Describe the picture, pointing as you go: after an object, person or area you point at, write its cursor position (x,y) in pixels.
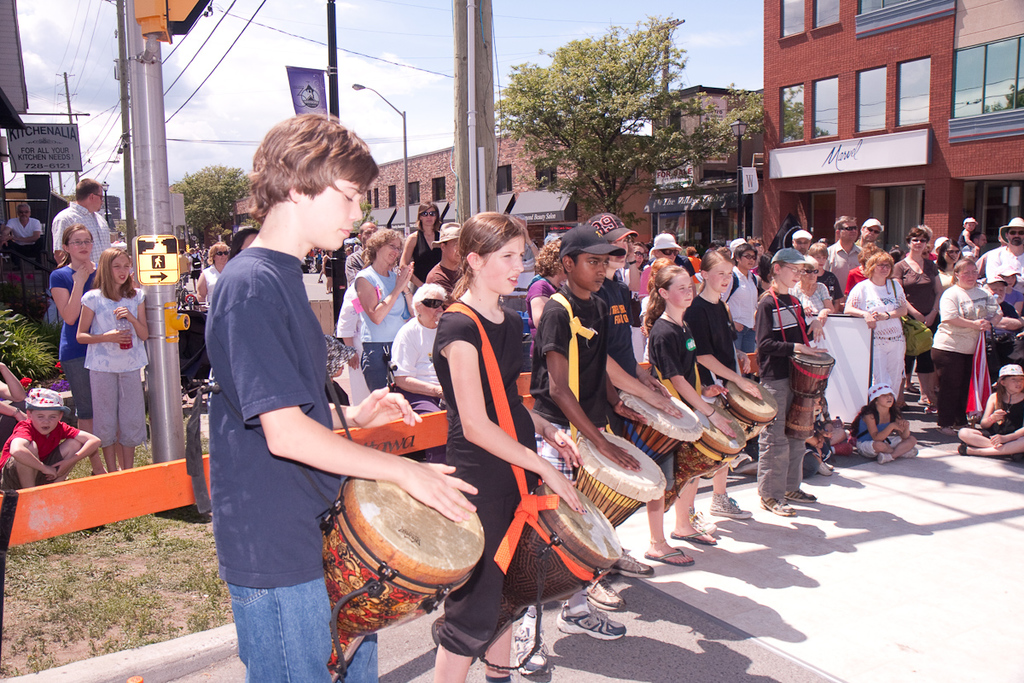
This picture describes about group of people (279,296) few are standing and few are seated on the road (931,489), and few are playing drums (433,520), in the background (632,65) we can see couples poles (485,124), buildings (806,30), hoardings (321,89) and trees (603,94).
